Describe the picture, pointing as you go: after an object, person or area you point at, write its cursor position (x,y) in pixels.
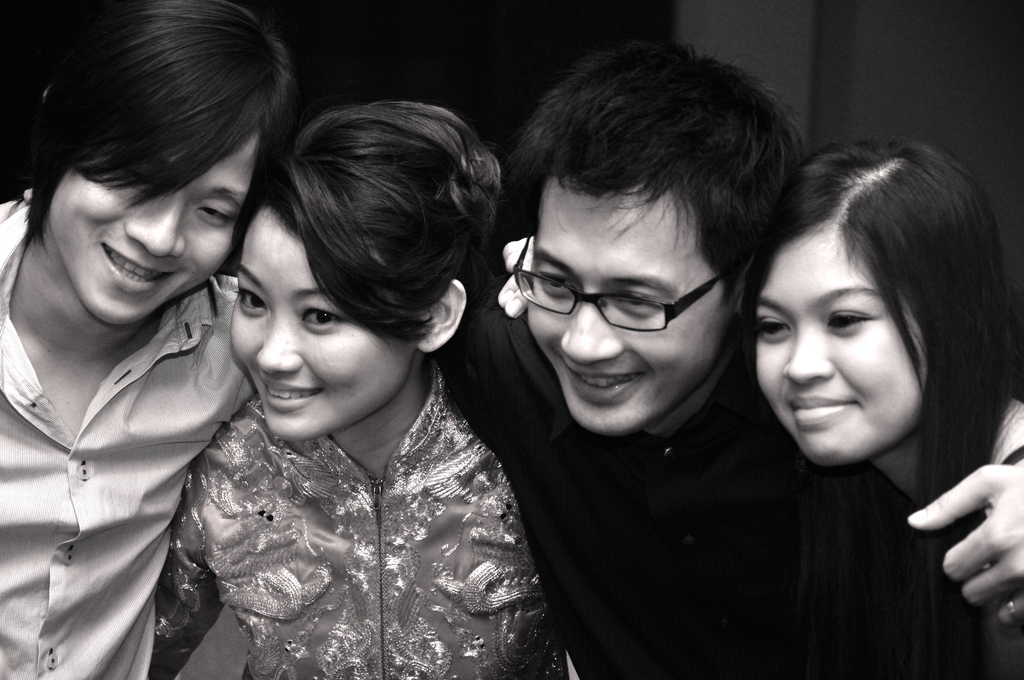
This is a black and white image. In this image we can see both men (559,437) and women (459,467).
